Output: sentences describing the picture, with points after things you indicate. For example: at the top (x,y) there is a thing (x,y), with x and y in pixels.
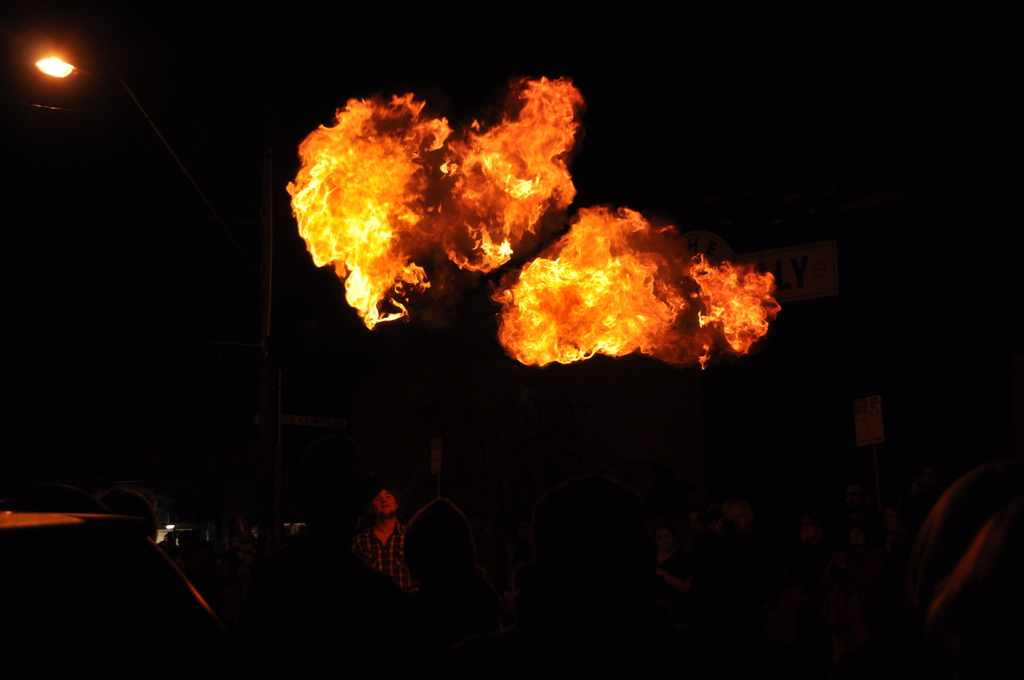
In the middle of the image (622,283), there is fire (682,286). Below this, there is a person (407,555). In the background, there is a light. And the background (90,139) is dark in color.
